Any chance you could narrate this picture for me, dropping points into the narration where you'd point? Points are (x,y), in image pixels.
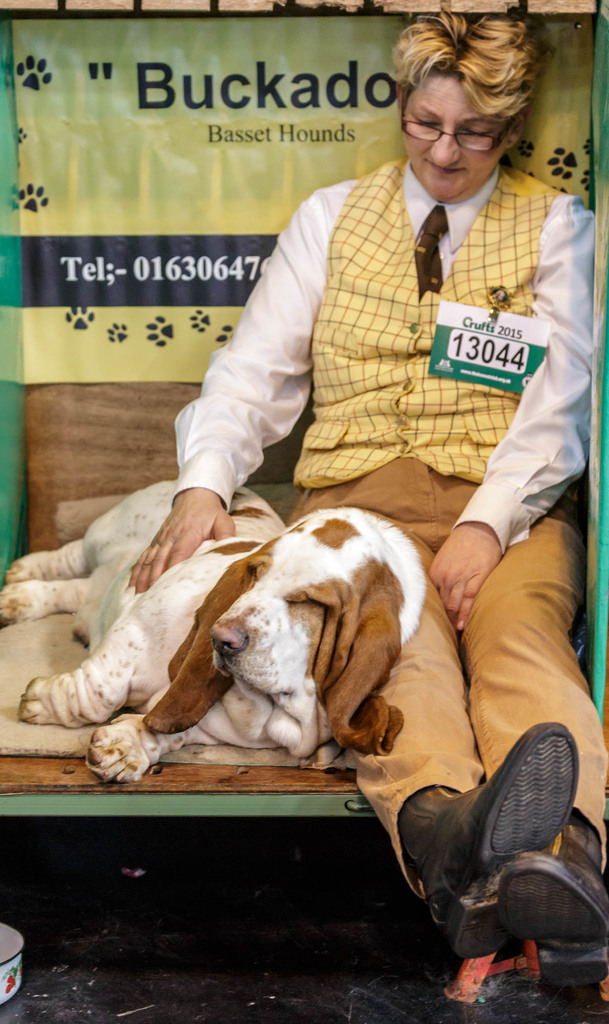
In this image we can see a dog (258,663) lying beside a person (452,530) sitting. In the background (275,194) there is an advertisement (208,296).
